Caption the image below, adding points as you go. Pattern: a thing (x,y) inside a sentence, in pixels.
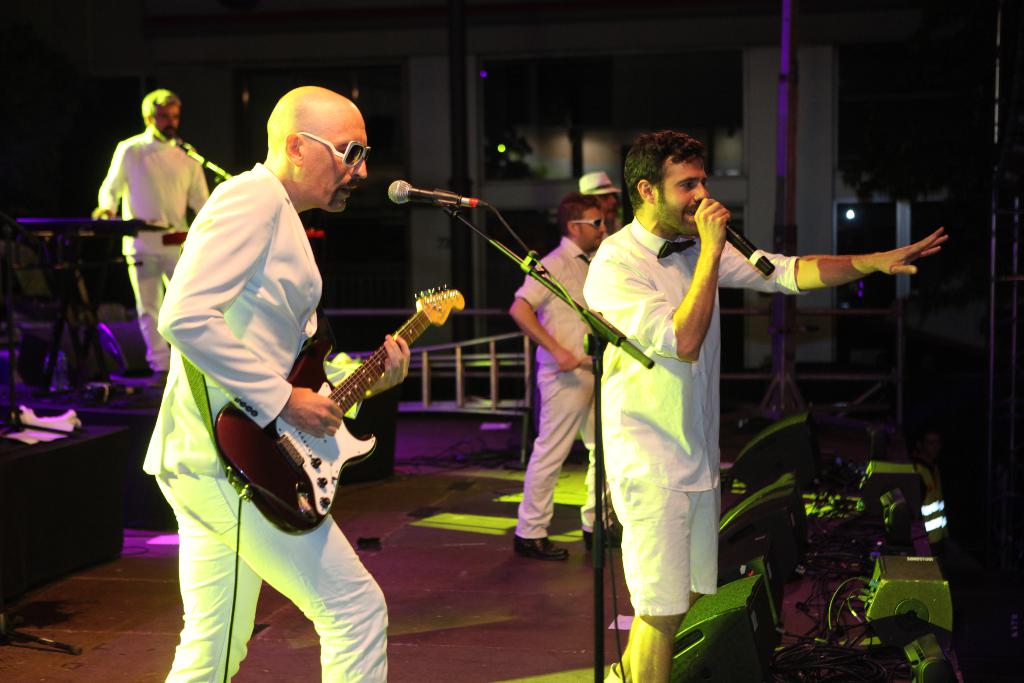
In the picture I can see people (184,259) are standing on the floor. Among these people (351,359) some are playing musical instruments (296,372) and one man (704,265) is holding a microphone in the hand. In the background (725,327) I can see microphones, poles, musical instruments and some other objects (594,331).
